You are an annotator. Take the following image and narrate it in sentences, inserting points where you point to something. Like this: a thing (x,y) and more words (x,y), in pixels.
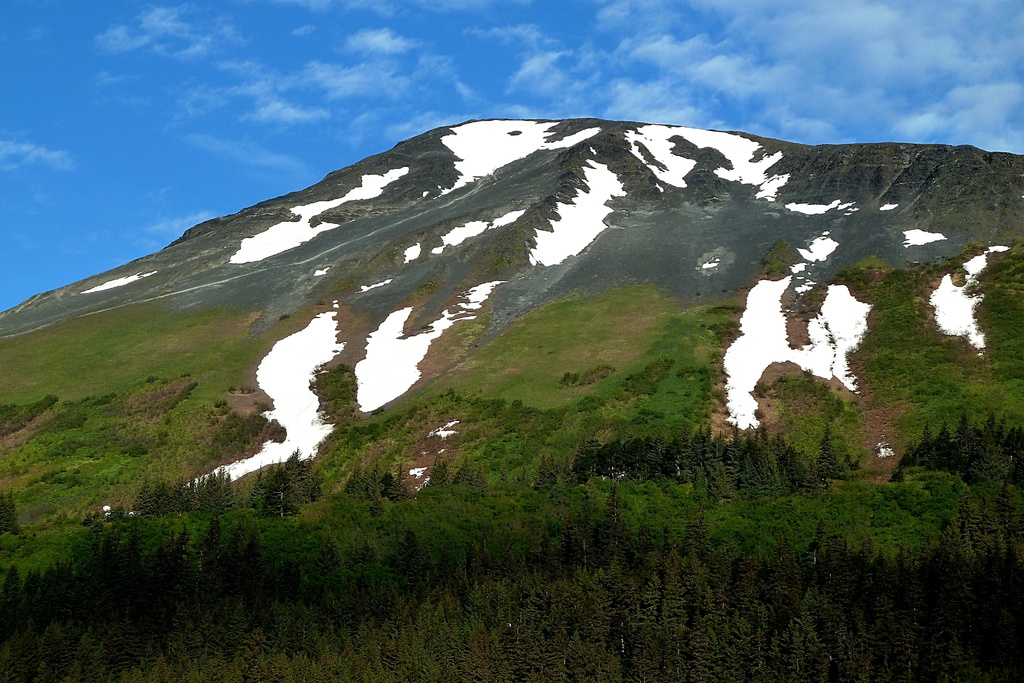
In this image, we can see some hills (614,420), plants (602,424) and trees (697,562). We can also see some grass (623,380) and snow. We can see the sky (733,104) with clouds (675,64).
